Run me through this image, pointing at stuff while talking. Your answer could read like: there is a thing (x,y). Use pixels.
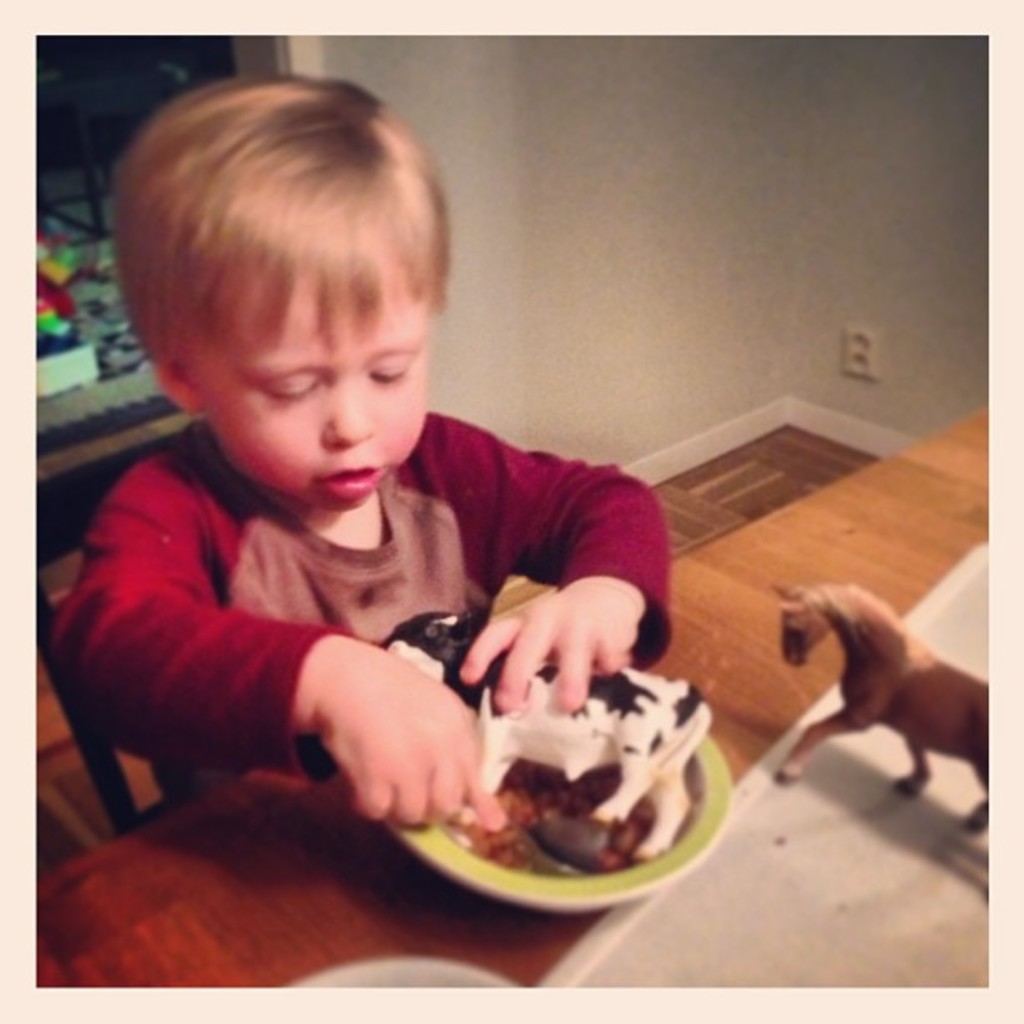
This image consists of a kid (276,566) who is sitting on chair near the table (676,634). There is a horse toy (827,721) on the right side (870,695) bottom and the kid (145,638) is playing with a cow toy (459,671). There is a bowl (586,902) on the table (513,933). Kid (158,618) is wearing brown color shirt (277,657).
